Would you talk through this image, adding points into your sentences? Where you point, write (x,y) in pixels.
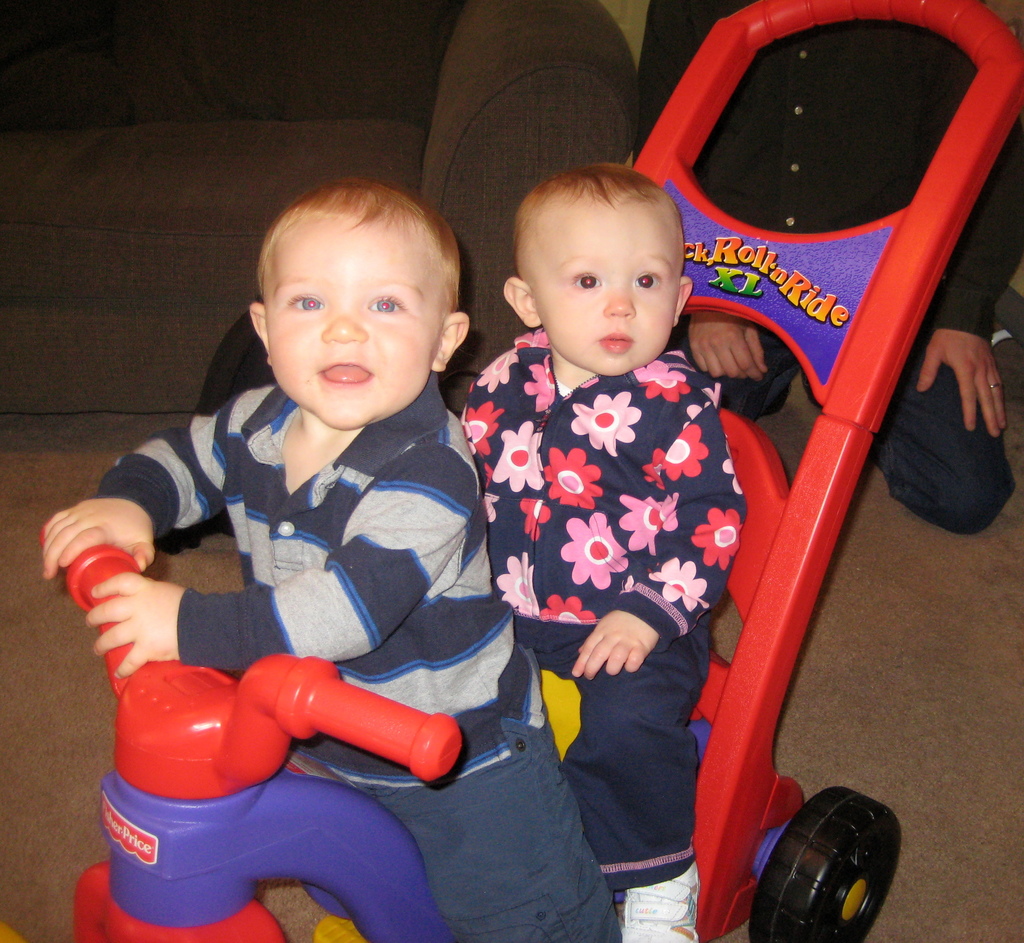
In the picture there are two babies (589,330) sitting on the baby vehicle (801,941), beside them there is a person (976,361) sitting in a kneeling position on the floor (1001,803), there may be a sofa (597,3).
